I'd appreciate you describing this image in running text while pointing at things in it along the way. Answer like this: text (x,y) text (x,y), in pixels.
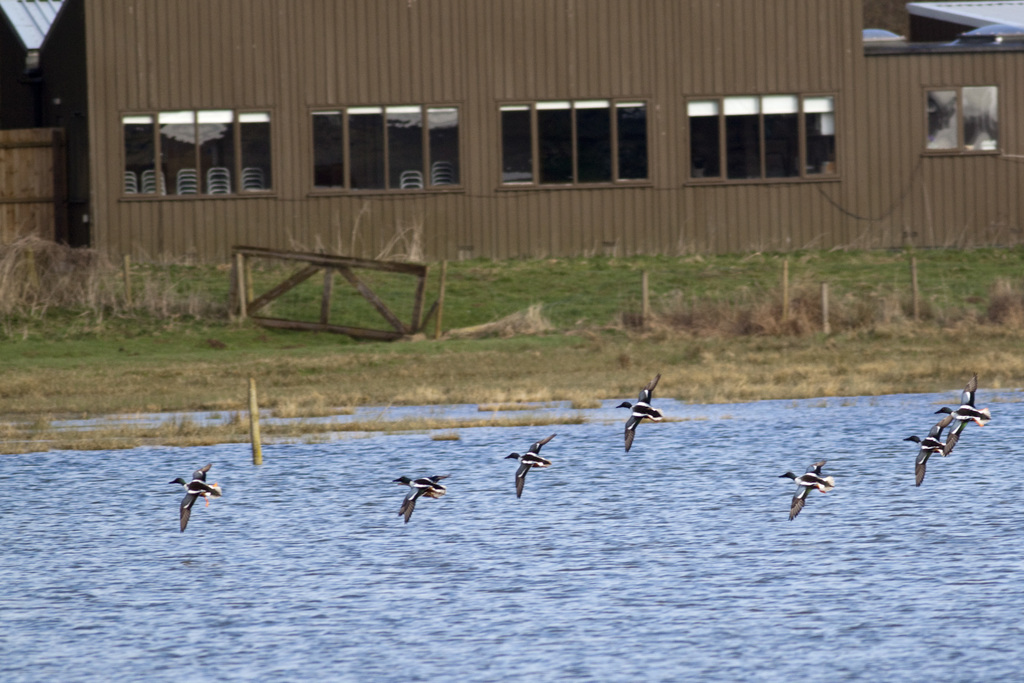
In the image we can see there are birds (540,458) flying. We can even see water (628,593), grass (681,301) and the wooden house (184,79), and these are the windows (215,143).
